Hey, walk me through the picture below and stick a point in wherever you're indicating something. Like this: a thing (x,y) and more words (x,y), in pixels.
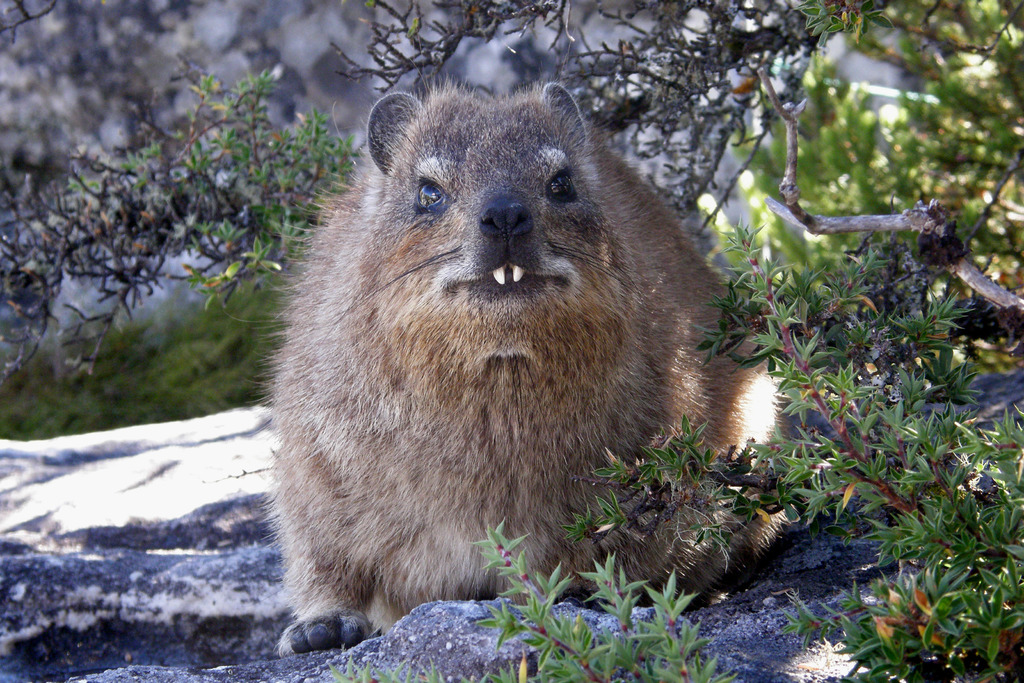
In this image, I can see an animal (382,581), which is on the rock (263,581). These are the trees (890,179) with branches (876,439) and leaves (690,662). The background (67,7) looks blurry.
